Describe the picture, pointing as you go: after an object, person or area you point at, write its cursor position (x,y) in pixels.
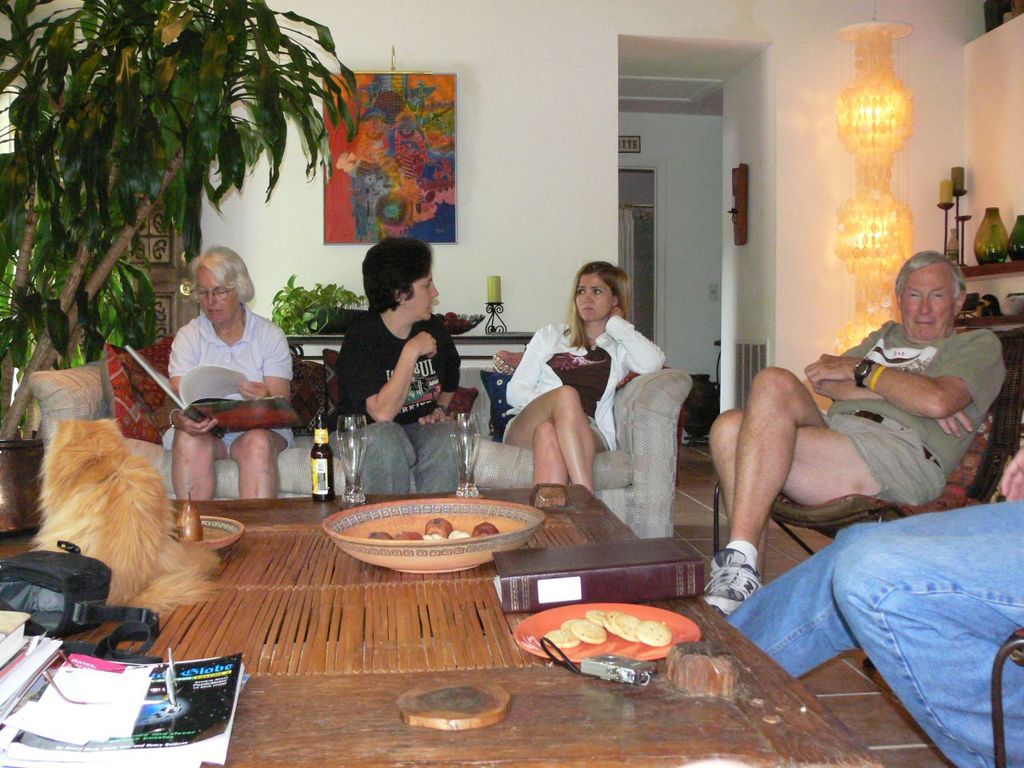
In this image I can see group of people (750,506) are sitting on sofa (637,429) and on chairs (977,489). Here on this table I can see an animal (128,578) and foods (431,533) in plates (416,504). In the background (405,163) I can see a plant (304,104) and a painting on this wall (518,158).
